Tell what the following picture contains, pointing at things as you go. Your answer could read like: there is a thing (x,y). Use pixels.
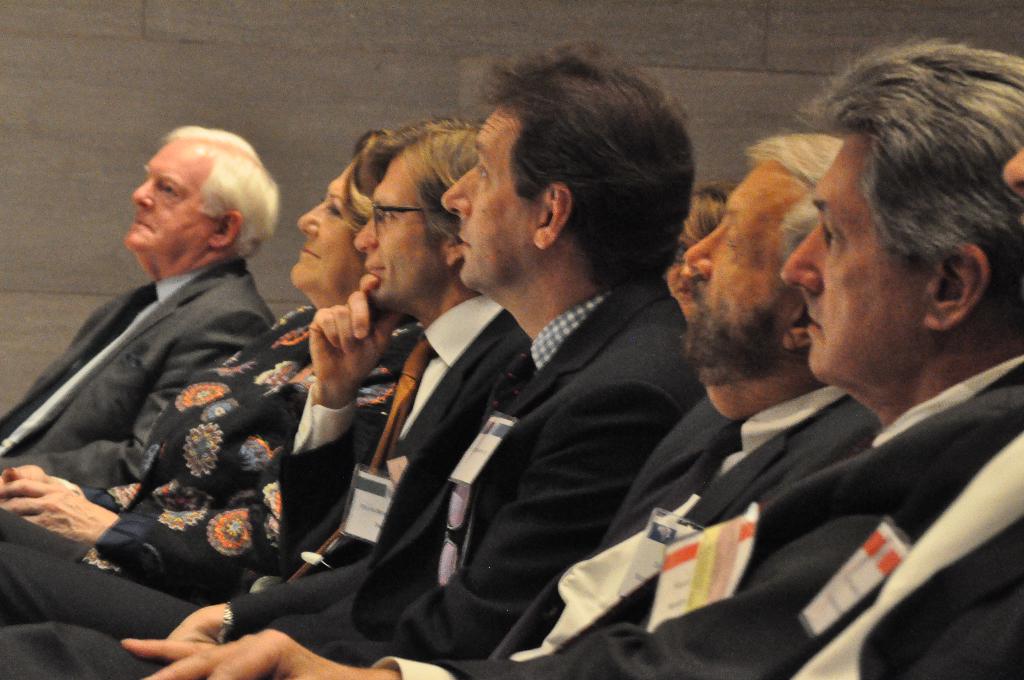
In this picture I can see few people (472,424) are sitting and I can see few of them are wearing ID cards (688,545) and I can see a wall (381,78) in the back (207,81).
